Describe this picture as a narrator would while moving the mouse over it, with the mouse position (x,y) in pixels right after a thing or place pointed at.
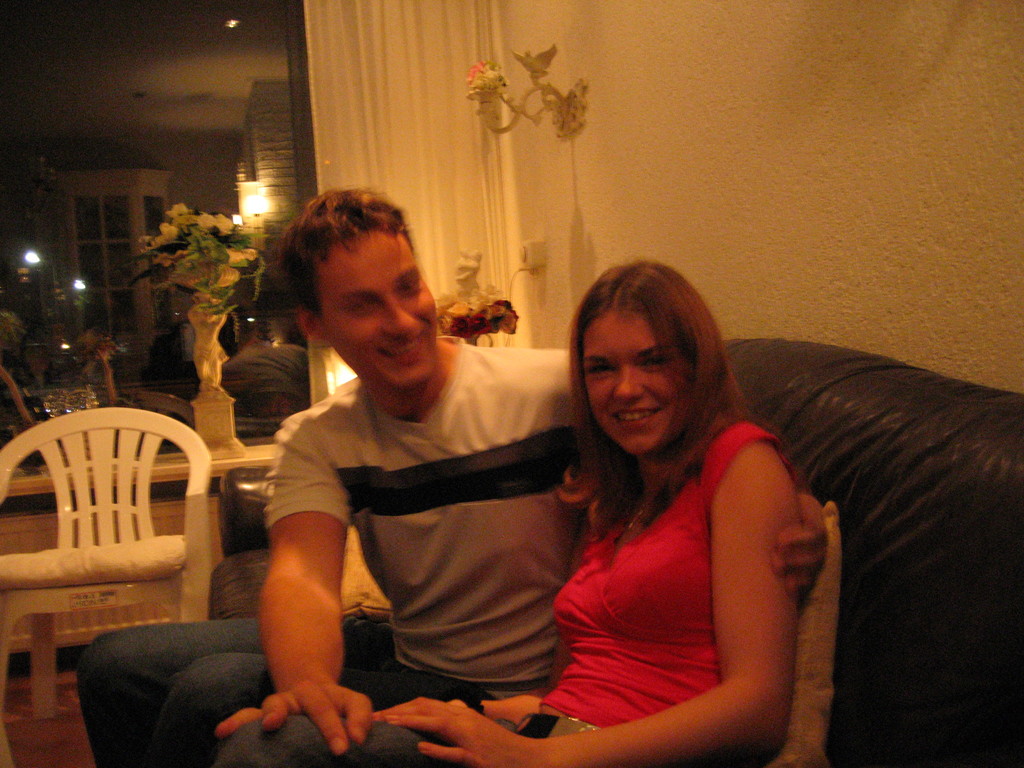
The picture is taken in a room (20,538). In foreground of the picture (568,601) there is a man (514,520) and a woman (648,501) sitting on a couch (1021,428) and there are pillows (350,560) on the couch (888,620). On the left (87,485) there is a chair (113,424). In the background (163,253) there are lights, flowers (203,295), chair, glasses (55,396), window (122,234), curtain (452,52) and a mirror (169,273).
